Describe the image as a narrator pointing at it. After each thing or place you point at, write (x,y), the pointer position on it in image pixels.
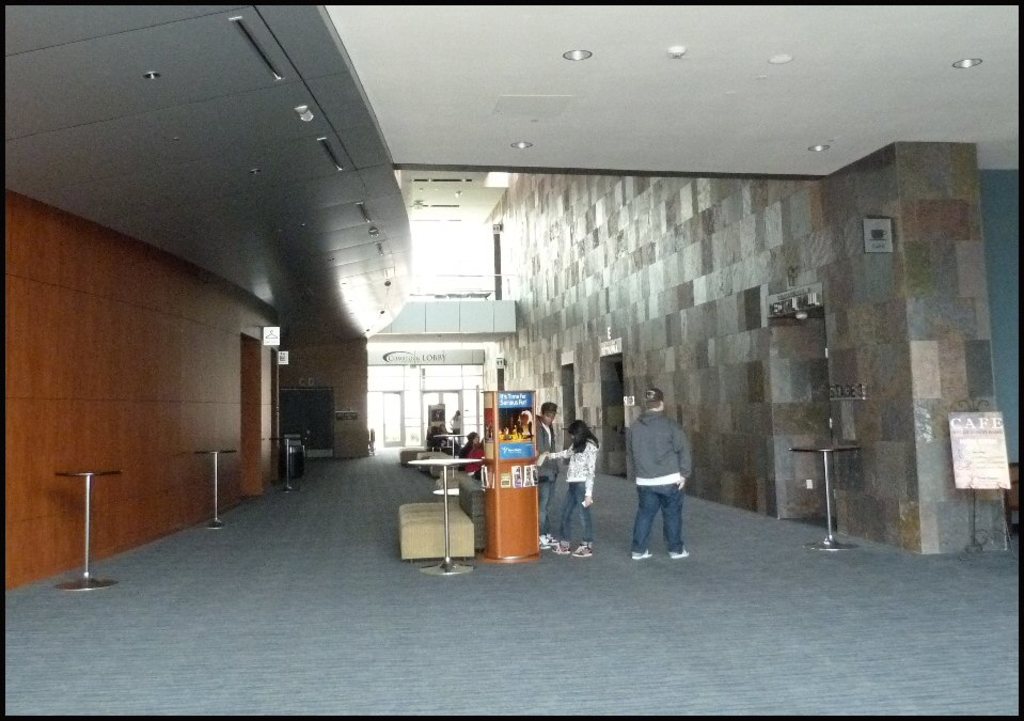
In this image I can see the group of people (680,492) standing to the side of the booth (492,506). To the side of the booth (485,492) I can see two people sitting on the couches (414,521). I can see the silver color stands (105,579) on both sides of these people (444,446). To the right (961,460) I can see the board (961,460). I can see the lights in the top (510,147).
